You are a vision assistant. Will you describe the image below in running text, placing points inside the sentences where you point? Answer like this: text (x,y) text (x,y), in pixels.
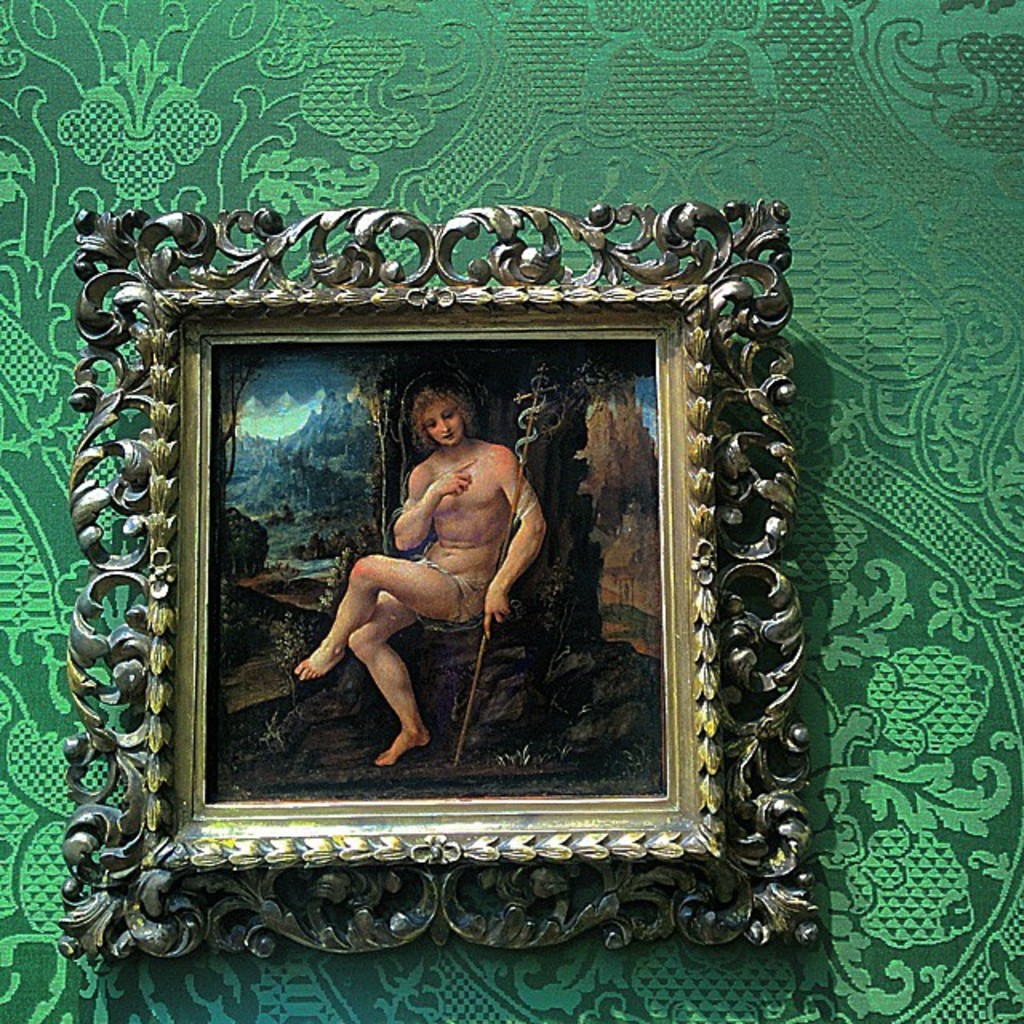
In this picture I can see the photo frame (488,458) on the wall (1012,187).
